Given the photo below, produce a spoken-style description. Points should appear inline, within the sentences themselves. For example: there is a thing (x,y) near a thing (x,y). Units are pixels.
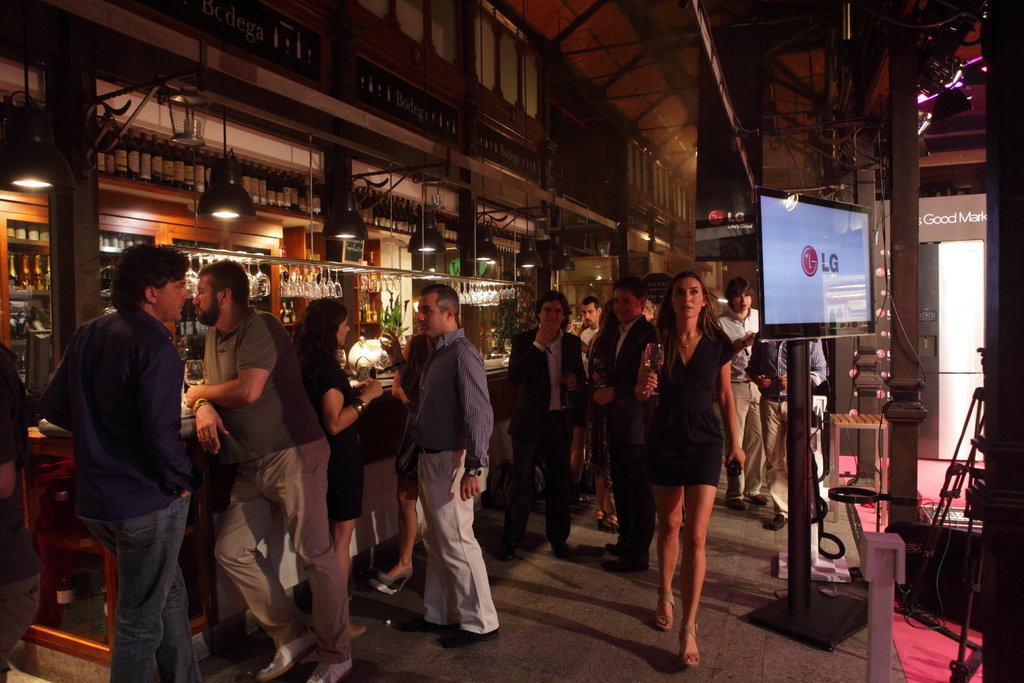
On the right side (696,533) a beautiful woman (705,448) is walking, she wore a dress (709,409). Beside her there is a television (813,329), on the left side (159,284) it looks like a bar (293,306), few people (239,289) are standing near this.
